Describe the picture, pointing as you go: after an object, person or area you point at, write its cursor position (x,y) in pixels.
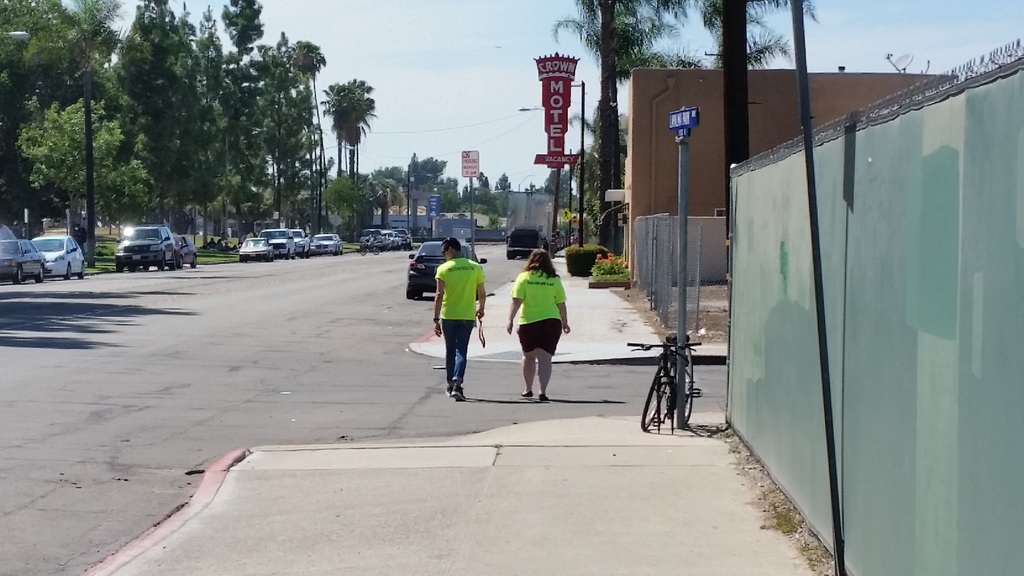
This picture is clicked outside. On the right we can see the two persons (457,374) walking on the ground (526,424) and there are many number of vehicles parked on the ground (565,397) and there is a red color board (556,86) on which the text (558,97) is printed. In the background (433,73) we can see the sky (444,28), trees (607,55), boards (683,129), poles (580,239) and plants (604,270).
